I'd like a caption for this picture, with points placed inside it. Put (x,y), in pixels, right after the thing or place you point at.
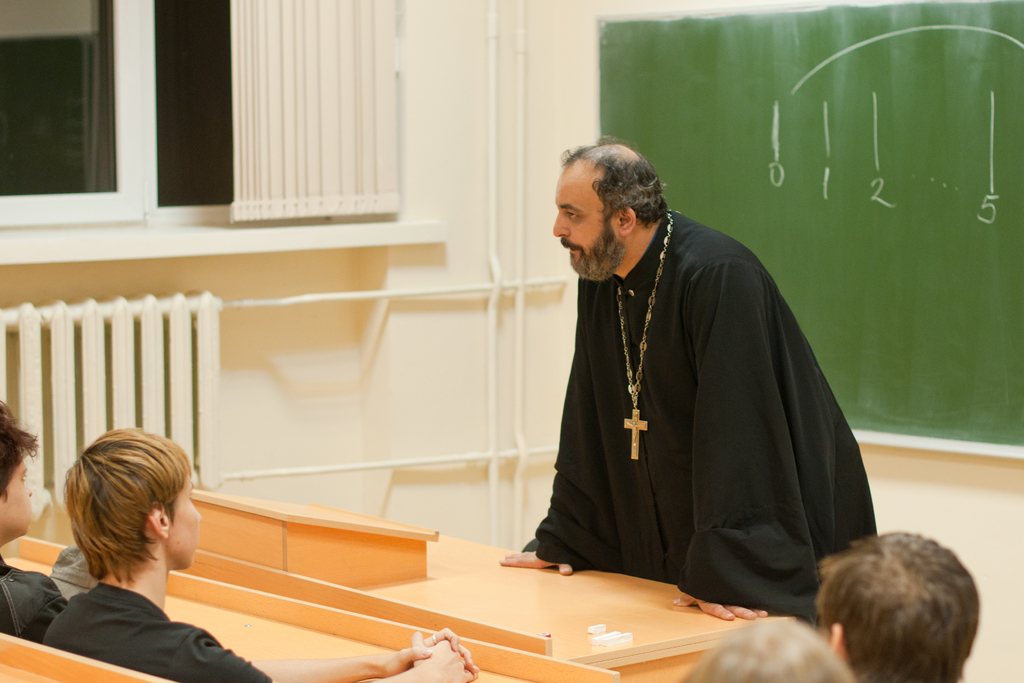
In this image in the front (144,554) there are persons (155,625) sitting and in the center (645,345) there is a man (717,398) standing. In the background (785,137) there is a board (856,170) which is green in colour with numbers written on it and there is a wall (312,289) and there is a window (66,156) and there is a window curtain (334,157).
